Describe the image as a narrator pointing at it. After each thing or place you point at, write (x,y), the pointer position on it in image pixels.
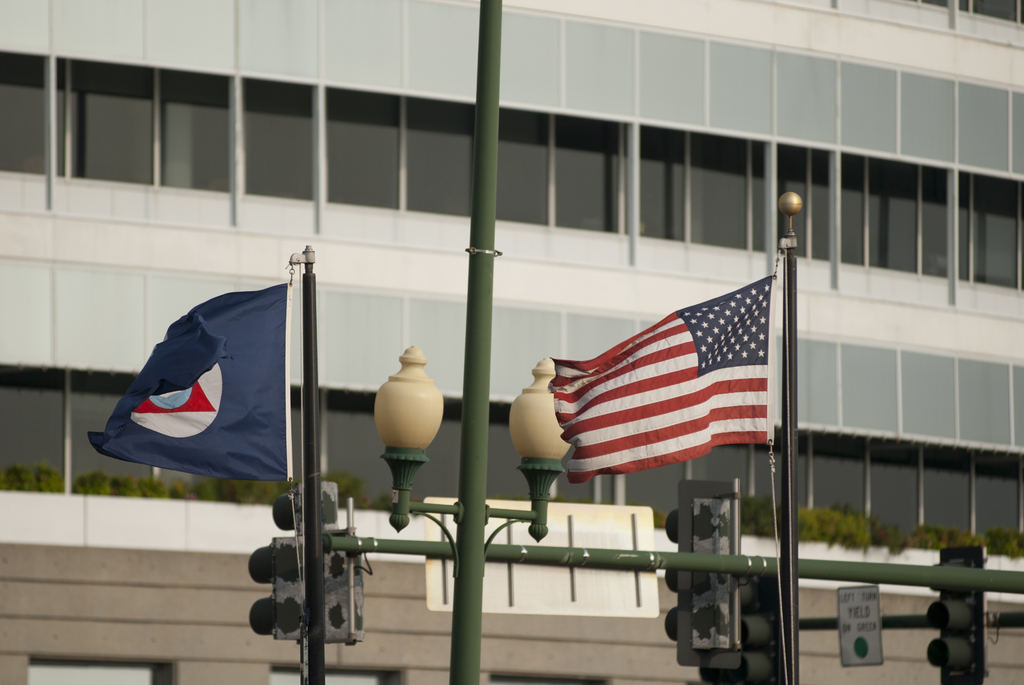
In this image two flags (206,458) attached to the poles (310,515). There is a street light (544,429). Few traffic lights (336,586) are attached to the poles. Background (197,106) there is a building (325,363) having windows (552,200).
